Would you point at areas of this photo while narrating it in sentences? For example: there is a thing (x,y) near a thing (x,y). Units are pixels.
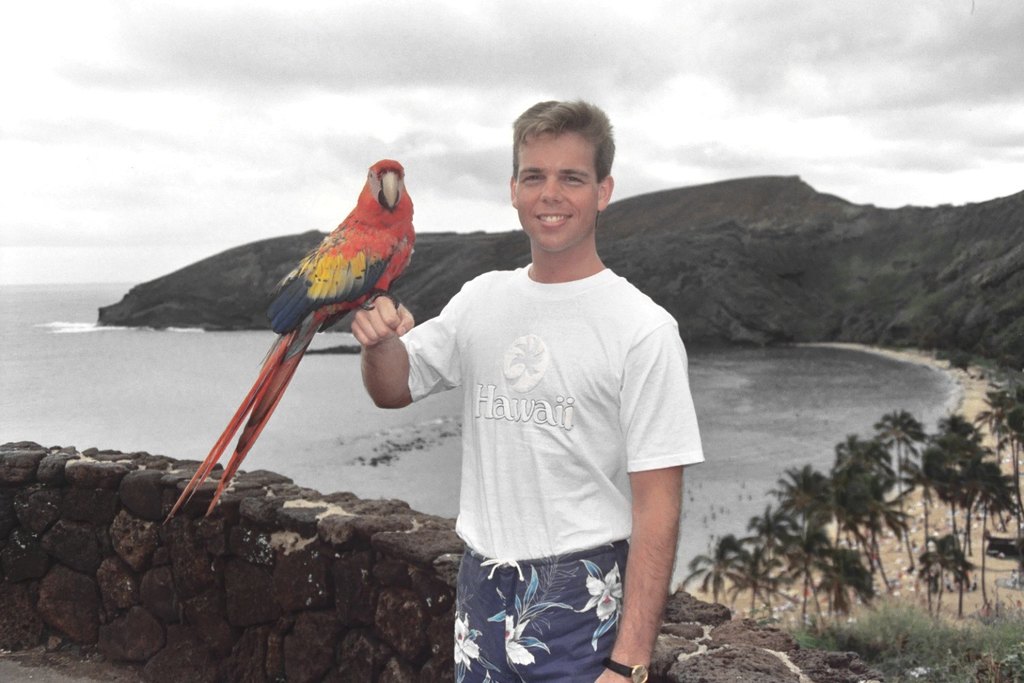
In this image we can see a bird (367,257). We can also see the person (626,384) standing and smiling. In the background (197,633) we can see the stone wall (704,603), trees (963,557), sand (989,557), sea (312,461) and also the hills (804,227). We can also see the cloudy sky (433,86).
